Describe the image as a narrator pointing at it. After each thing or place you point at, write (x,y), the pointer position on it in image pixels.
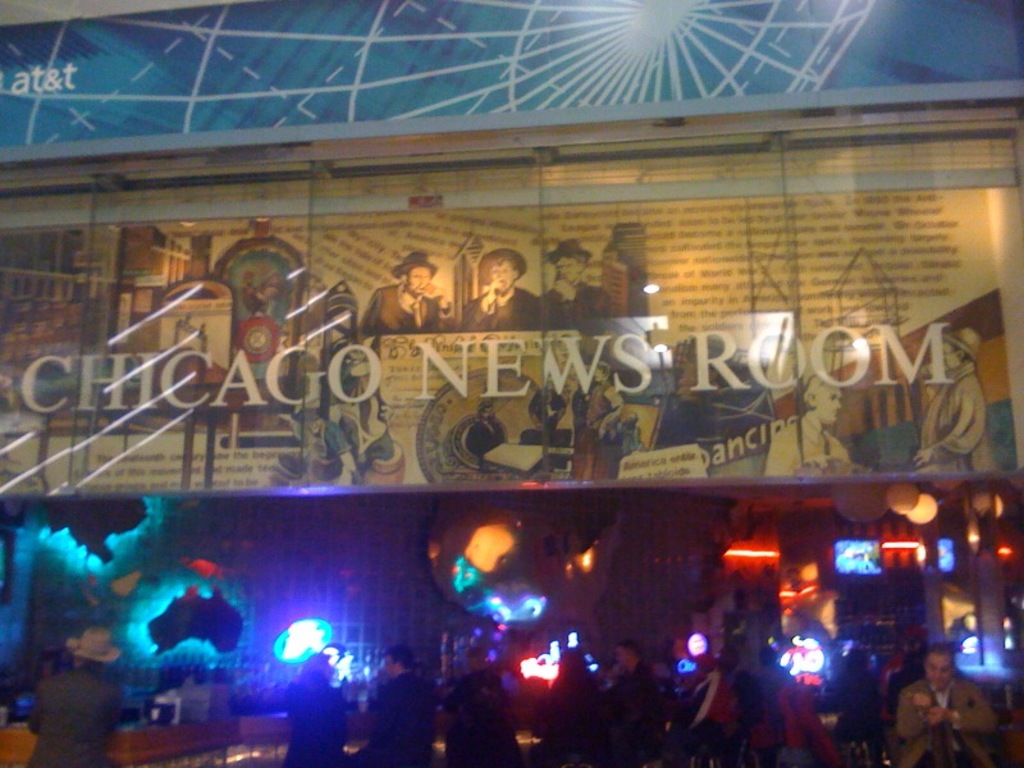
In this image we can see a sign board (557,401) with some text (427,361) on it. On the bottom of the image (569,670) we can see a group of people (664,704) standing. We can also see some lights (540,600) in the background (506,614).
